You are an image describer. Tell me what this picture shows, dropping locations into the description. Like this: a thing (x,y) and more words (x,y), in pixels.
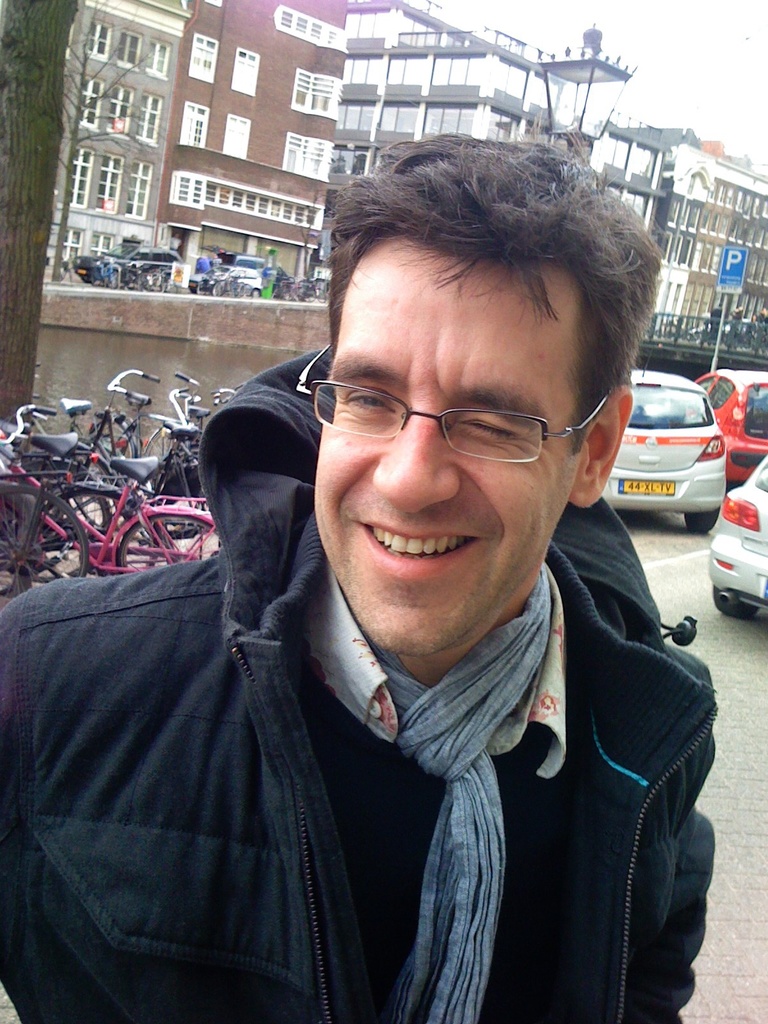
In this image there is a person (397,650) wearing a scarf (485,679) and spectacles (451,434). Left side (9,517) there are few bicycles (107,430). Behind there is a tree trunk (57,114). Behind it there is a wall (180,305). Right side (737,587) few vehicles (765,552) are on the road (708,545). Behind there is a board (731,288) attached to the pole (717,368). Behind it there is a fence (734,339). Behind the wall (165,294) there are few vehicles (148,253). Behind the person (617,250) there is street light (589,119). Background (751,236) there are few buildings (718,177). Right top there is sky (661,56).
